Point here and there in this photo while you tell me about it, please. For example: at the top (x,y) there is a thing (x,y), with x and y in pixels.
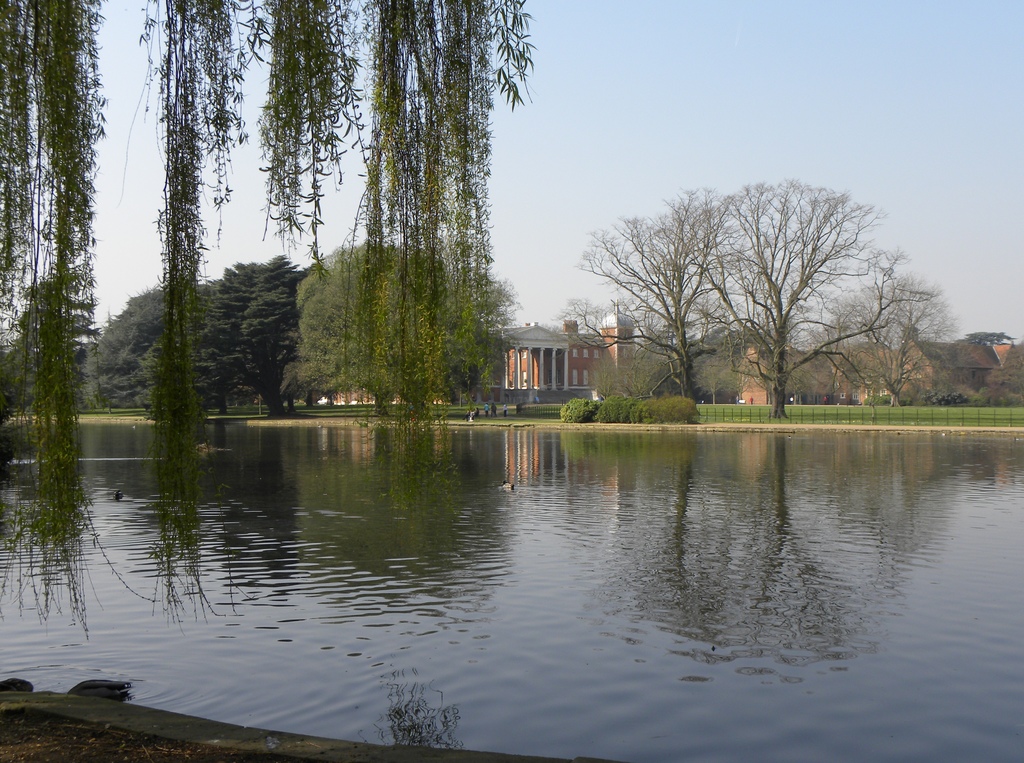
In this image, there is a river (563,679) and there is water (1017,700), there are some green color trees (418,329), there is a house (545,355) and at the top (517,244) there is a sky (786,98) which is clear.
